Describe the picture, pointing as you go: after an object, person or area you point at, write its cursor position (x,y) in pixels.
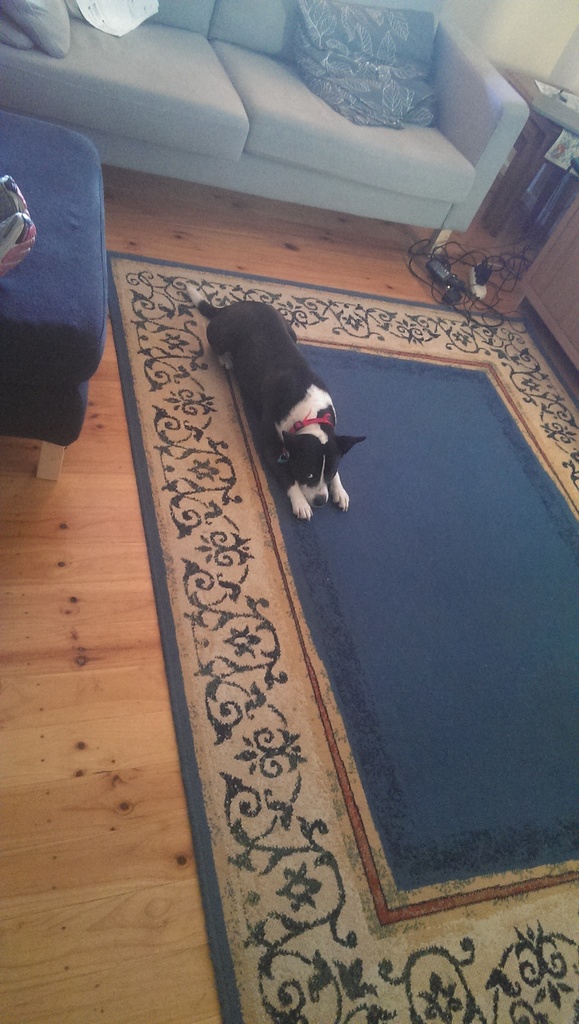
There is a dog (323,478) on carpet (332,530) which is on the floor (85,421). In the background (125,145) there are sofas (273,129), wall (506,25) and a table (568,272).
